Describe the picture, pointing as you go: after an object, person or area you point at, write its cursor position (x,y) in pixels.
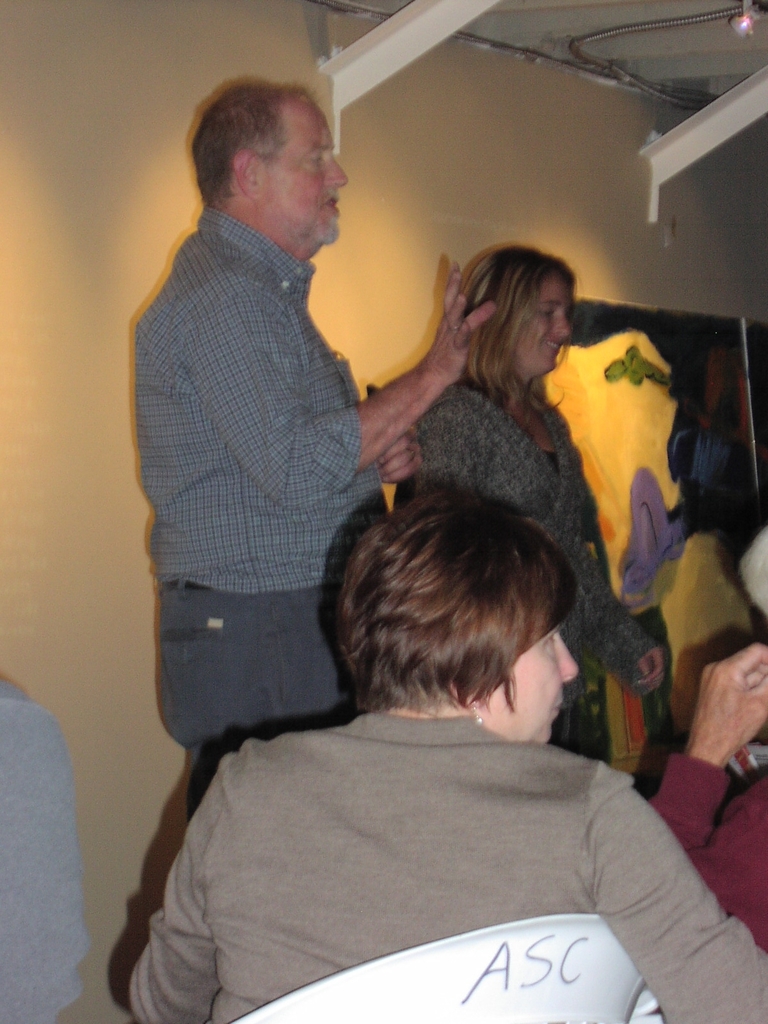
In this picture I can see a man (280,410) and woman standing and few people (485,743) seated on the chairs (380,1005) and I can see painting (678,445) on the wall (322,294).
